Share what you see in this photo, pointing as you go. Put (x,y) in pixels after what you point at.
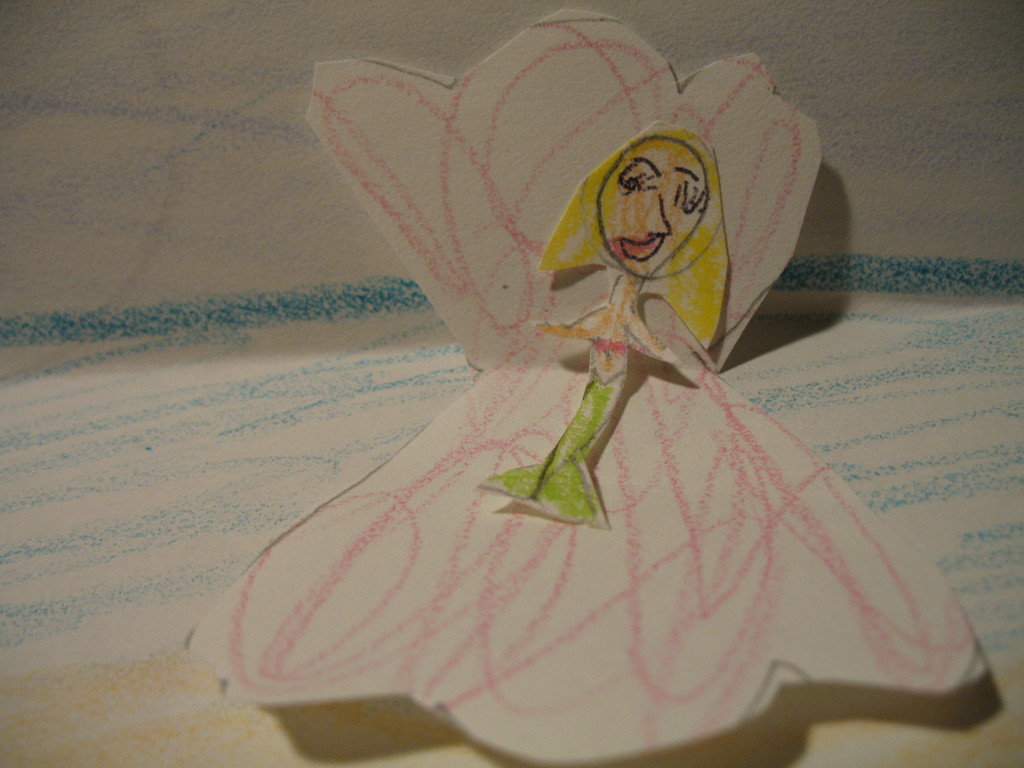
In this picture there are paper arts (514,168) with some sketches (333,524).
